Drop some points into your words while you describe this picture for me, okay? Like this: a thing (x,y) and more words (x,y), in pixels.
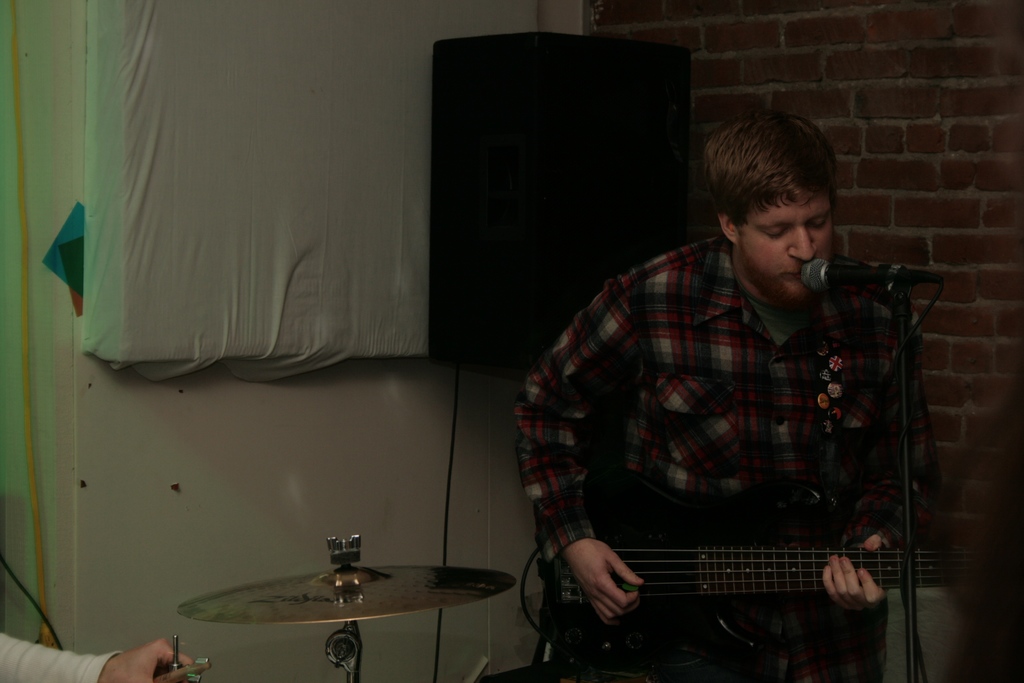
Bottom right side of the image (792,577) a man (771,174) is standing and playing guitar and singing on the microphone (937,275). Behind him there is a speaker (532,58). Top right side of the image (869,160) there is a brick wall (952,5). Bottom left side of the image (9,670) a person (31,666) playing drums (386,604).
